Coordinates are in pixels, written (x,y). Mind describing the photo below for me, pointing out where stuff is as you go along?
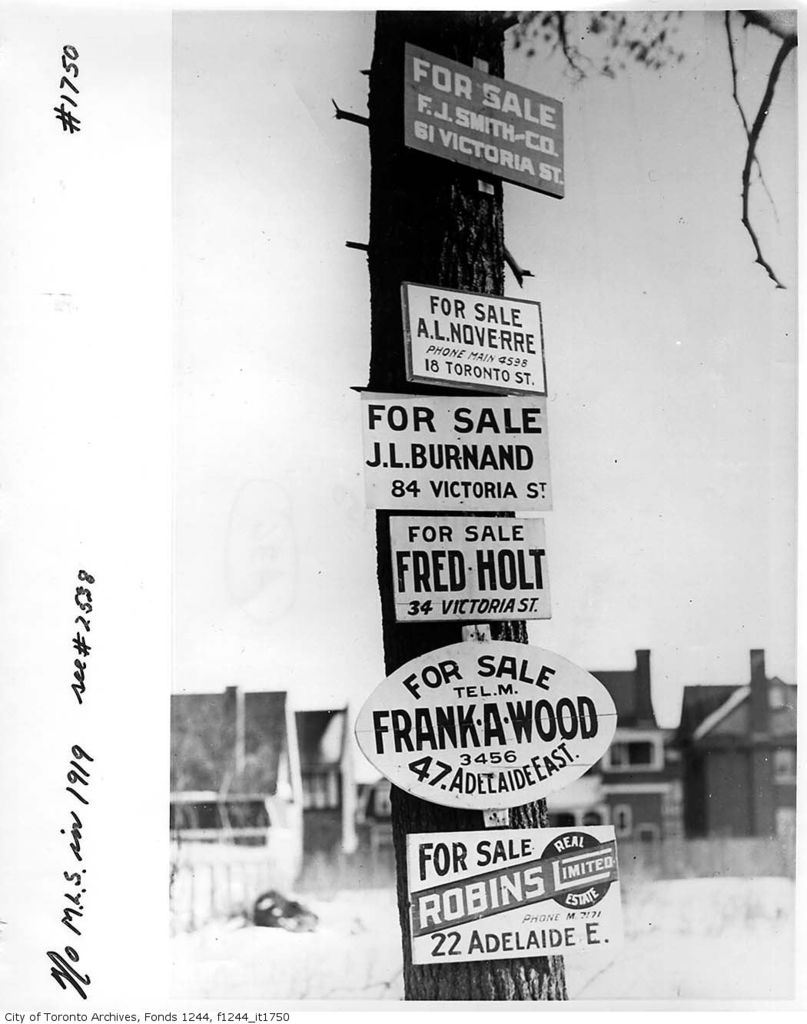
In this picture I can see a poster (521,1006) contains of tree (389,168) with some boards (461,404) and also I can see some text (77,686) on the image.
